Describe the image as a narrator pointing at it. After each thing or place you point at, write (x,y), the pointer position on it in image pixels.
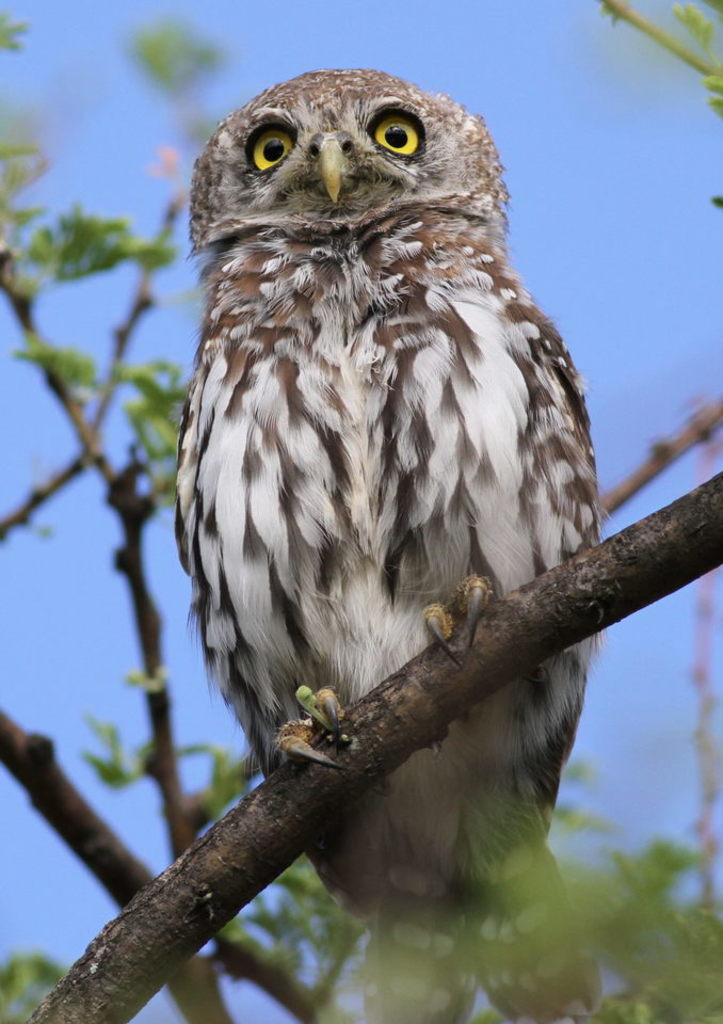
In this image there is an owl (341,632) on the branch (355,798) of the tree (298,778). In the background of the image (543,283) there is sky (612,259).
